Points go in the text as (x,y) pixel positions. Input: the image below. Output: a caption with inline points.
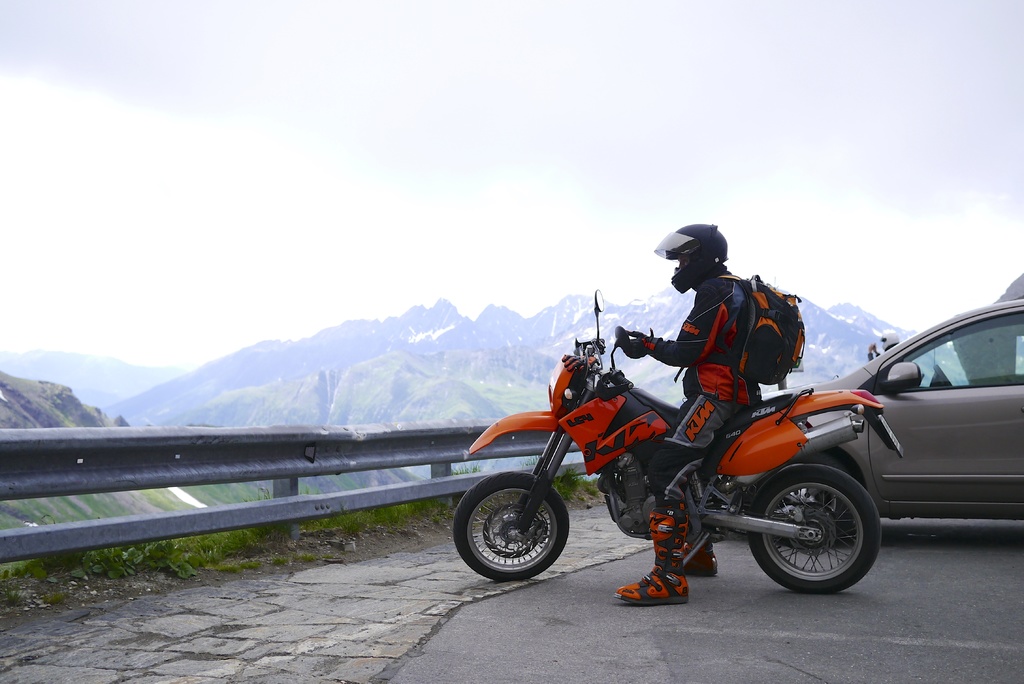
In this image we can see sky (311,168) with clouds (283,172), hills (516,350), barriers (124,455) and persons (699,424) sitting on the motor vehicles (789,436) on the road (725,548).
